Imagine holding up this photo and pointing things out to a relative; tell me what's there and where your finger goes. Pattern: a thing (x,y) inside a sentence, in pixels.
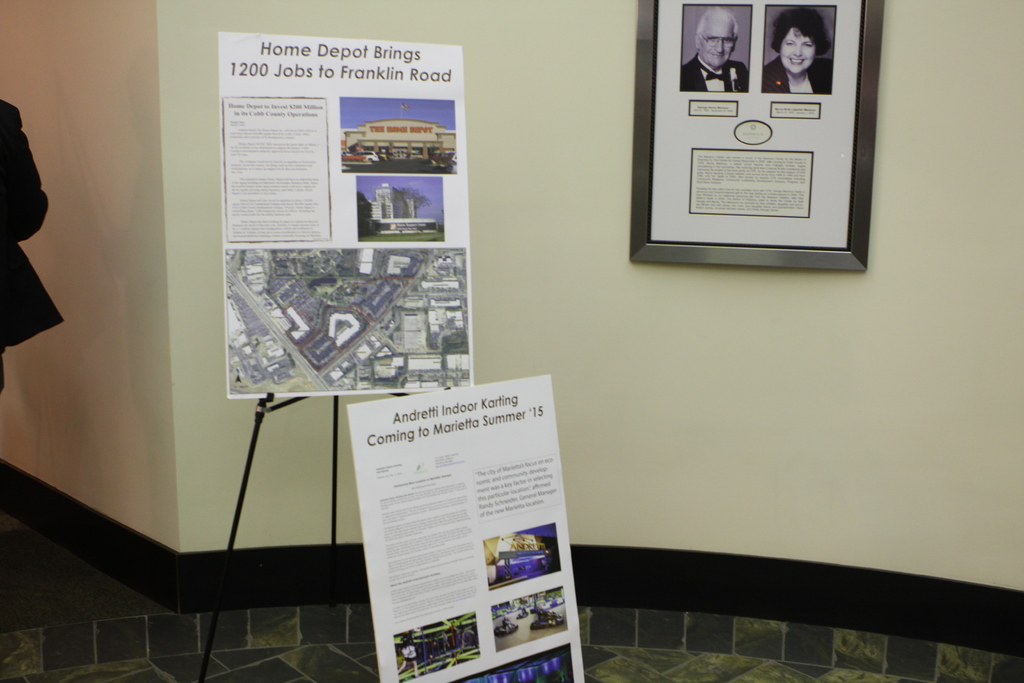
In this image I can see two boards (431,355) and stand (429,390). The frame (796,117) is attached to the wall (987,413). The wall (985,244) is in white and black color. I can see a person (30,272) at back (21,201).
